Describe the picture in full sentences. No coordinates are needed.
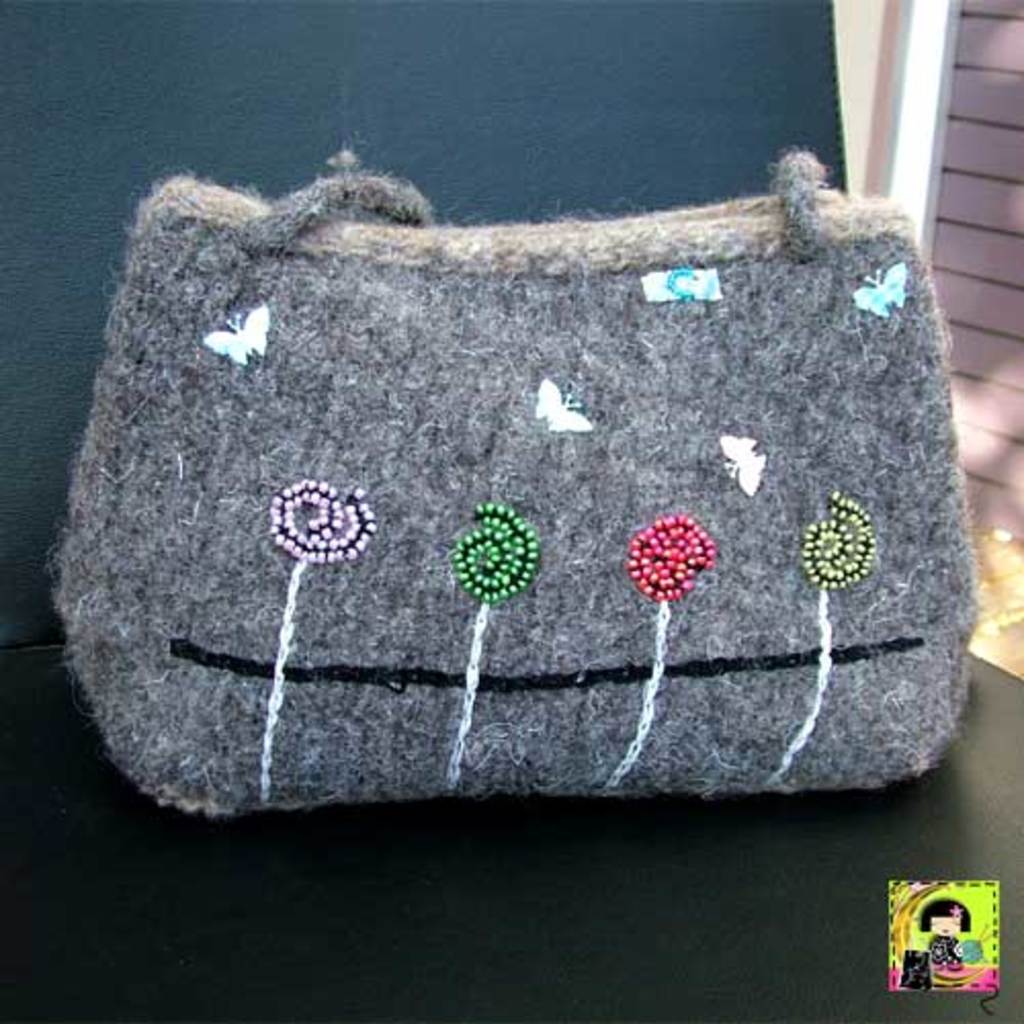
In this Image I see a bag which is of grey in color.
